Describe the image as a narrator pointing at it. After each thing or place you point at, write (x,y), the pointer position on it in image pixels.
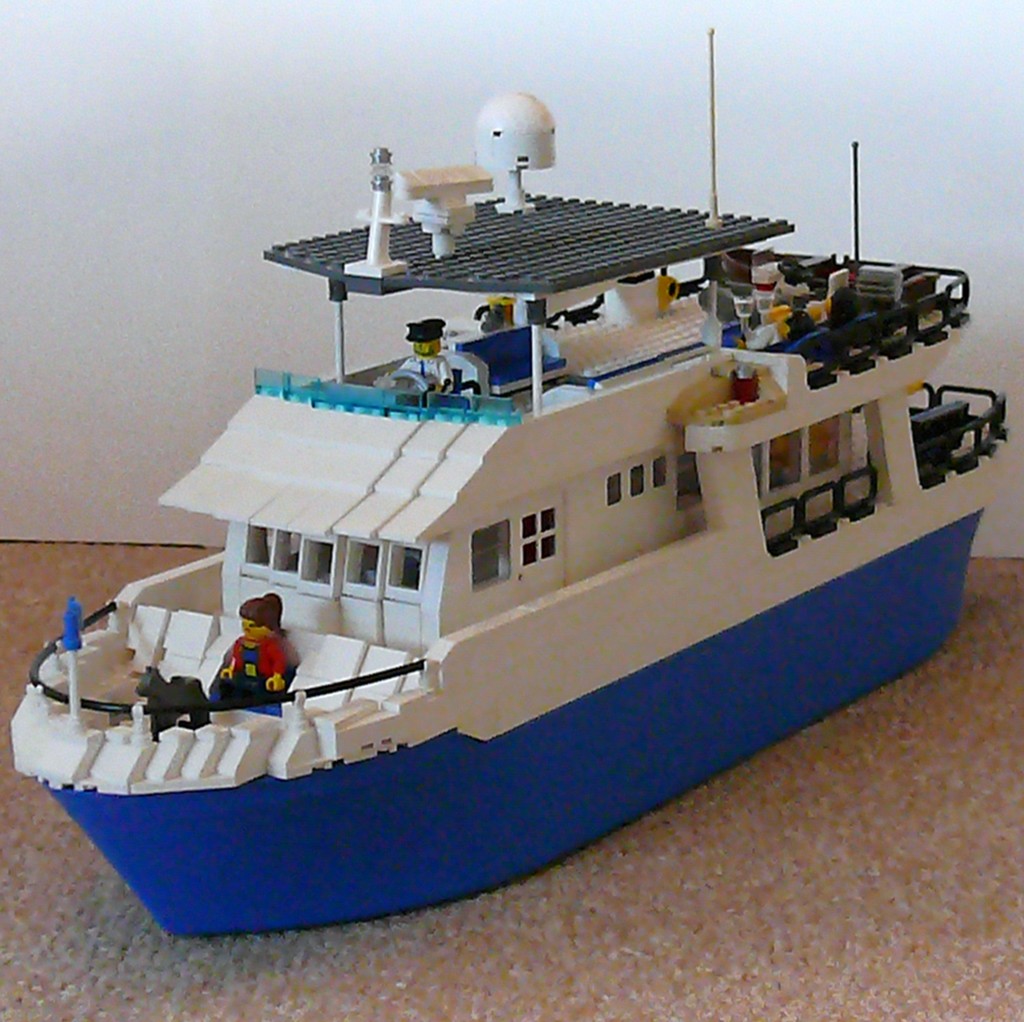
In this image I can see a toy ship (527,535). In the background (366,172), I can see the wall (240,118).
